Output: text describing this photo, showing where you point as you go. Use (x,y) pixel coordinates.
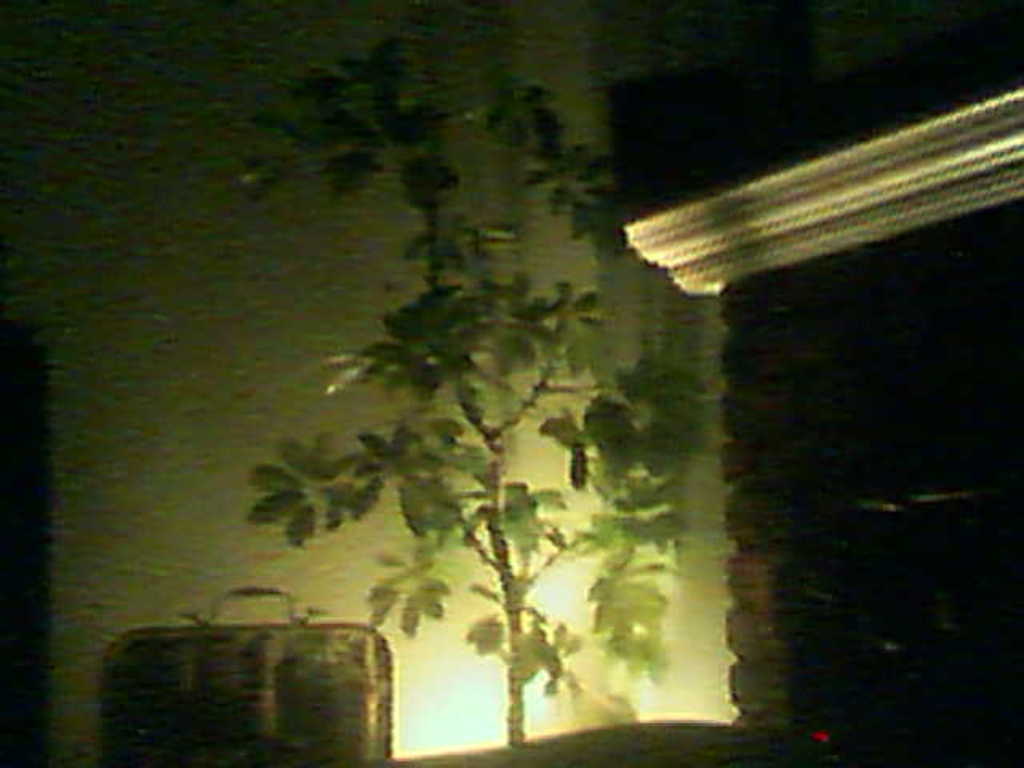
In the middle of the image (442,316) we can see a plant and suitcase (359,705). Behind them there is wall (164,91).
